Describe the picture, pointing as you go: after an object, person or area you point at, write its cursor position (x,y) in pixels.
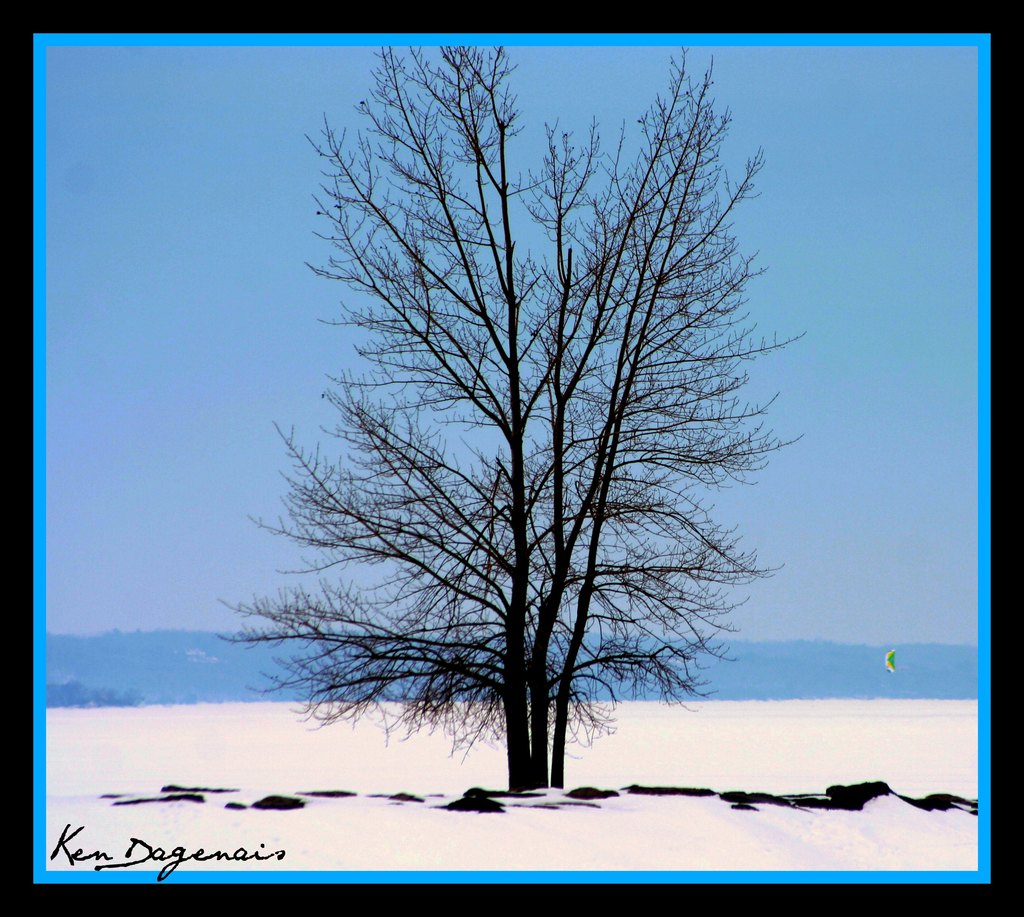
In the middle of the picture (643,338), we see a tree (673,468). At the bottom (612,707), we see the snow (586,836). In the background (293,680), we see the tree (256,662) or water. At the top (821,203), we see the sky (223,397), which is blue in color. This picture might be a photo frame or an edited image.
